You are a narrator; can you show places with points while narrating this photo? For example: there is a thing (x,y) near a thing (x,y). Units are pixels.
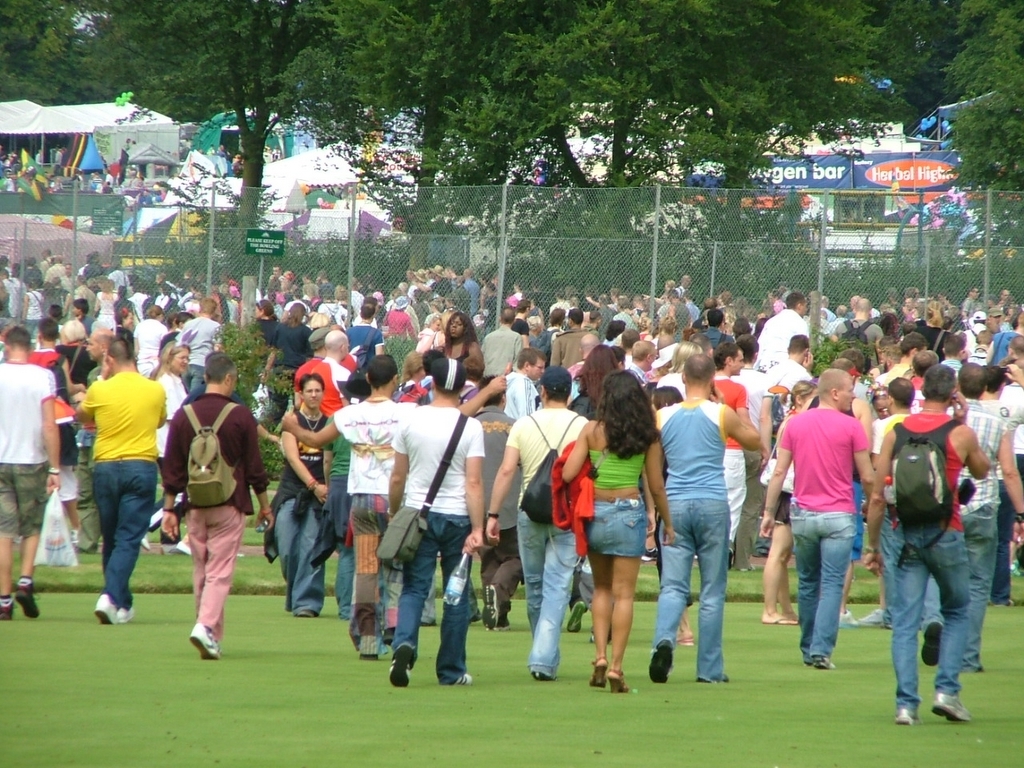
There are persons (481,311) in different color dresses (158,394) on the grass (172,611) on the ground (986,733). In the background (902,287), there is a fencing (951,277), there are trees (266,85) and tents (278,144).
